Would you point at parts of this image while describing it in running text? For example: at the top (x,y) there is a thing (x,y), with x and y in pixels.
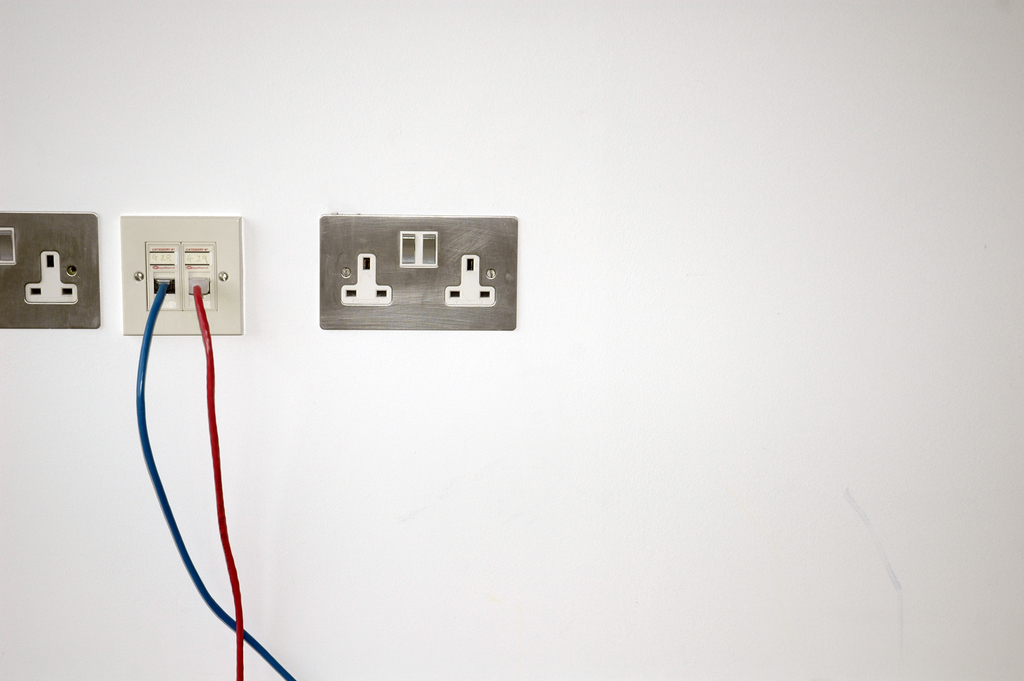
Here we can see sockets (230,313), cables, and wall (691,295).
